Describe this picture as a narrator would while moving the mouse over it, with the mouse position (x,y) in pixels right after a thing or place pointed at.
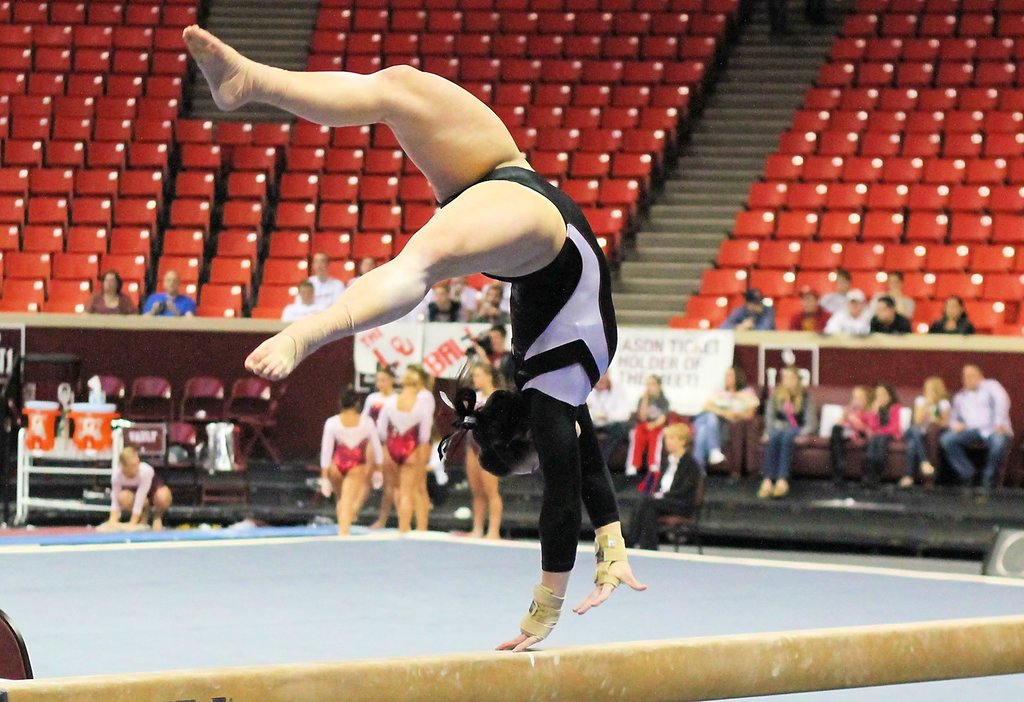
In the center of the image (551,331) there is a woman (530,332) performing gymnastics. In the background (939,417) we can see persons (782,408), chairs (952,177) and stairs (722,164).
